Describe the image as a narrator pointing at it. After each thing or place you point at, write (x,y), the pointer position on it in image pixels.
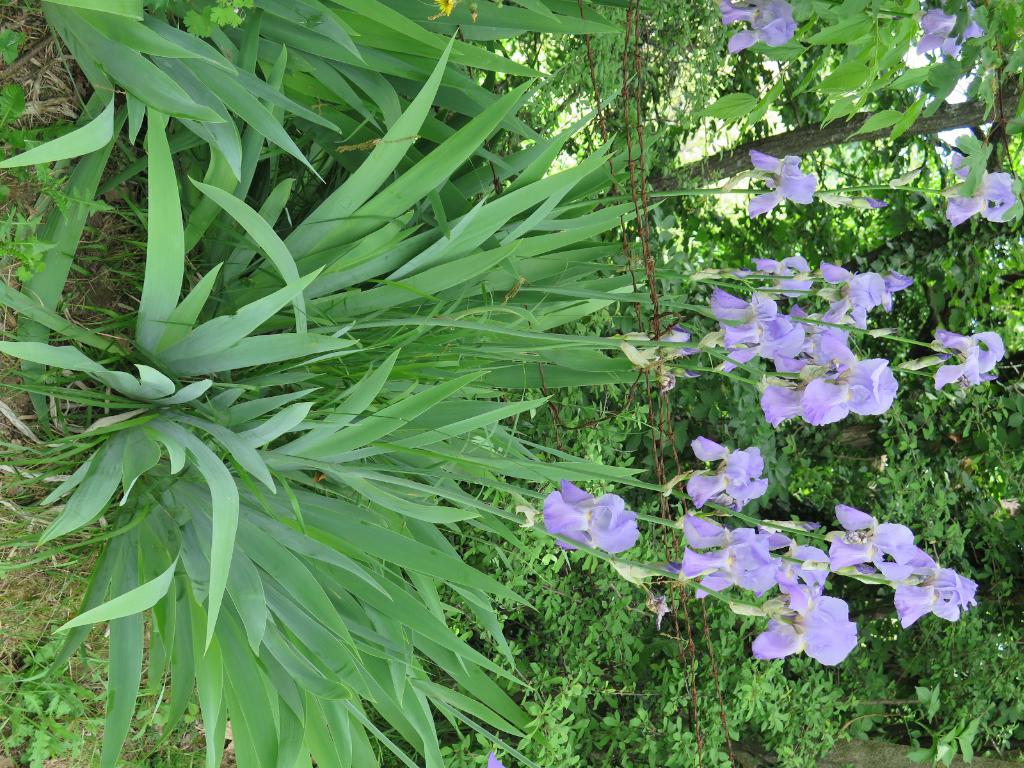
In the picture we can see the plants (157,149) and flowers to it.
